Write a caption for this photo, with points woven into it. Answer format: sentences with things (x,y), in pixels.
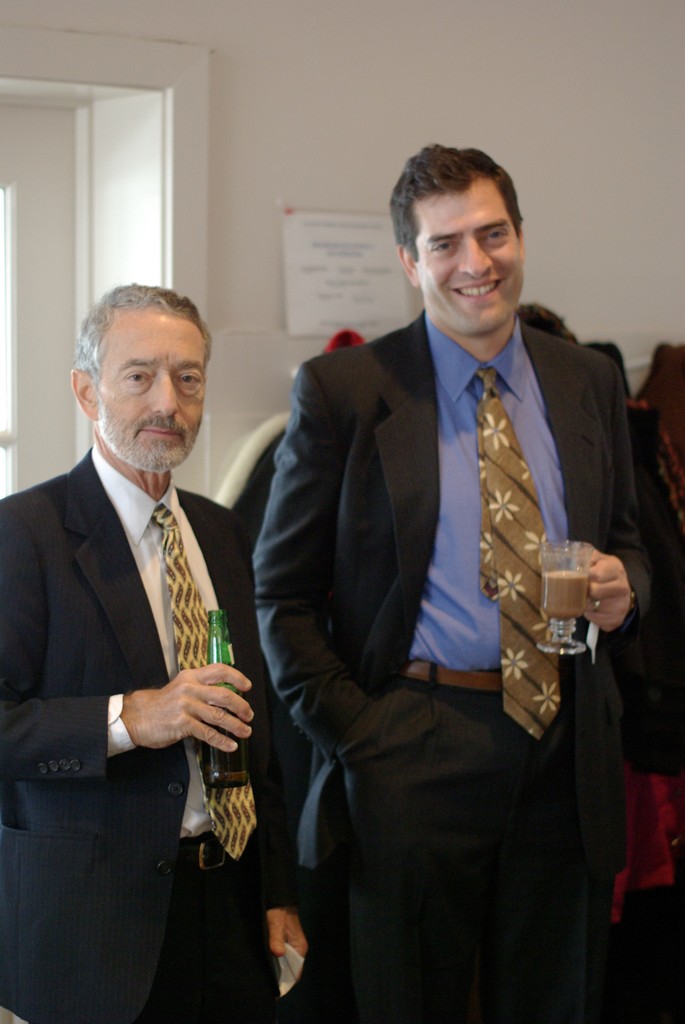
In this image we can see these two people (316,376) wearing blazers (291,483) and ties (510,506) are standing here where this person (53,551) is holding a bottle (212,757) and this person (504,634) is holding a glass (578,646) with a drink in it and he is smiling. In the background (671,570), we can see clothes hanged here and we can see a poster (312,267) on the white color wall (260,309). Here we can see the wooden frame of the door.
